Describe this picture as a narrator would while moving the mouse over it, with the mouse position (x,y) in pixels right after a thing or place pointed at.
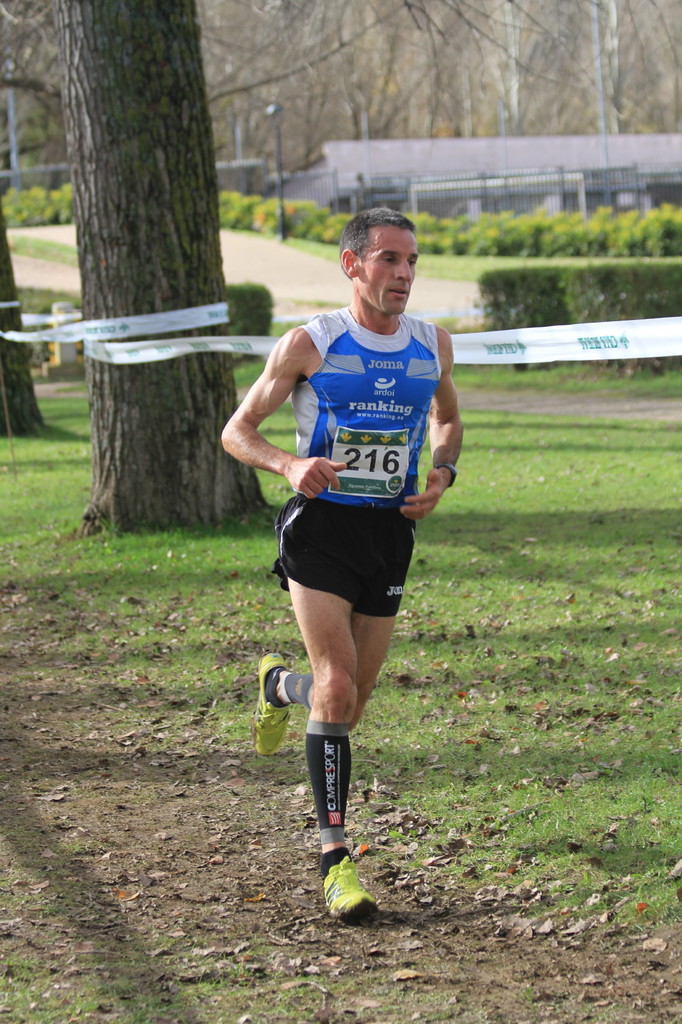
This image is taken outdoors. At the bottom of the image (209,879) there is a ground (477,504) with grass (479,506) on it. In the background (168,244) there are a few trees (317,136) and plants (514,235) on the ground (310,999). In the middle of the image (340,347) a man (347,701) is running on the ground (383,697).
